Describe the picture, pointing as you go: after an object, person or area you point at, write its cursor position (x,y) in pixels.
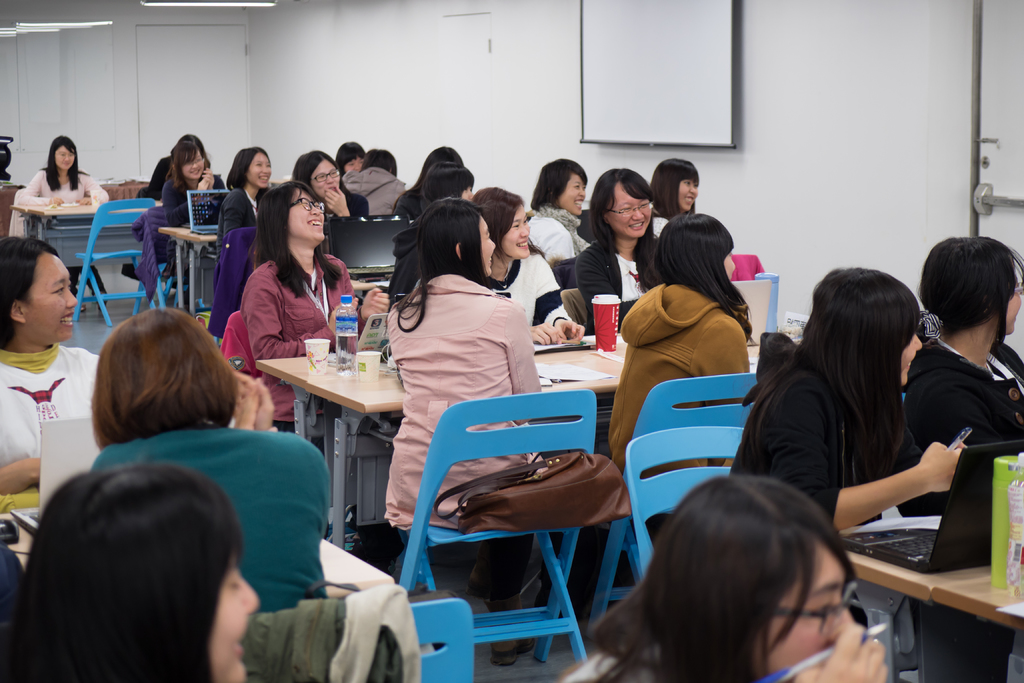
There are people (473,367) sitting around the tables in the foreground area of the image (620,381), there are laptops (376,335), bottles (350,322) and glasses (378,361) on the tables (551,357). There is a door (226,144), it seems like a screen (668,84) and lamps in the background (717,121).
